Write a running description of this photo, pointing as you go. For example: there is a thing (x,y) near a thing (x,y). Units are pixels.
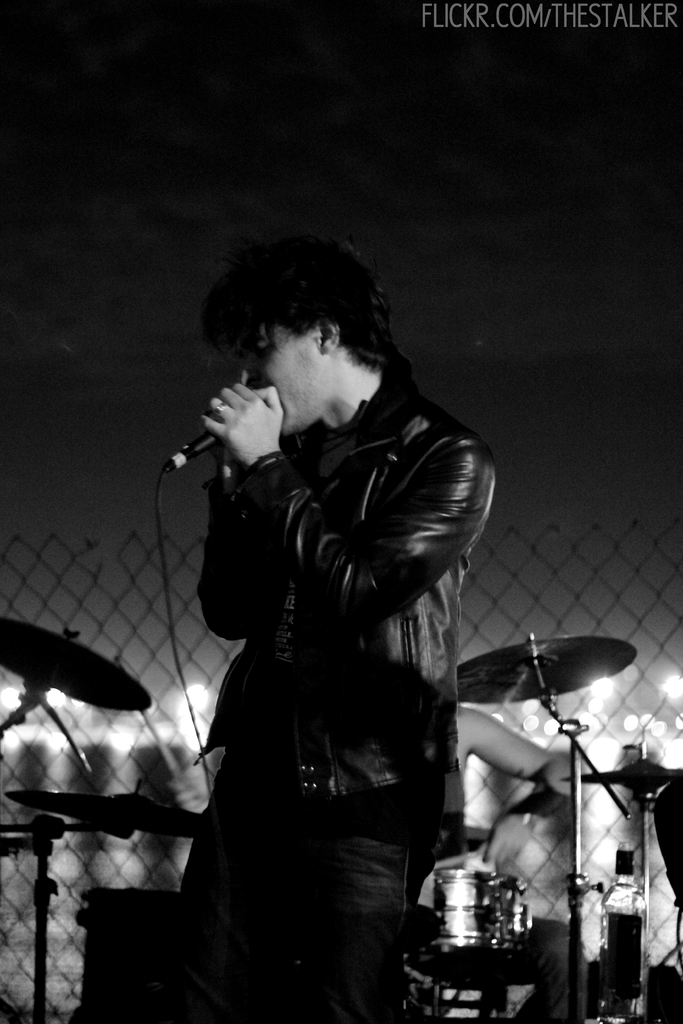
This is a black and white picture. In this picture we can see mesh (587,577), cymbals (593,667), musical instruments (645,813) and a bottle (616,851). We can also see a man (434,521) wearing a jacket (342,562) and holding a mike (186,455) with his hands (270,406). In the top right corner of the picture (649,1) there is a water mark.
